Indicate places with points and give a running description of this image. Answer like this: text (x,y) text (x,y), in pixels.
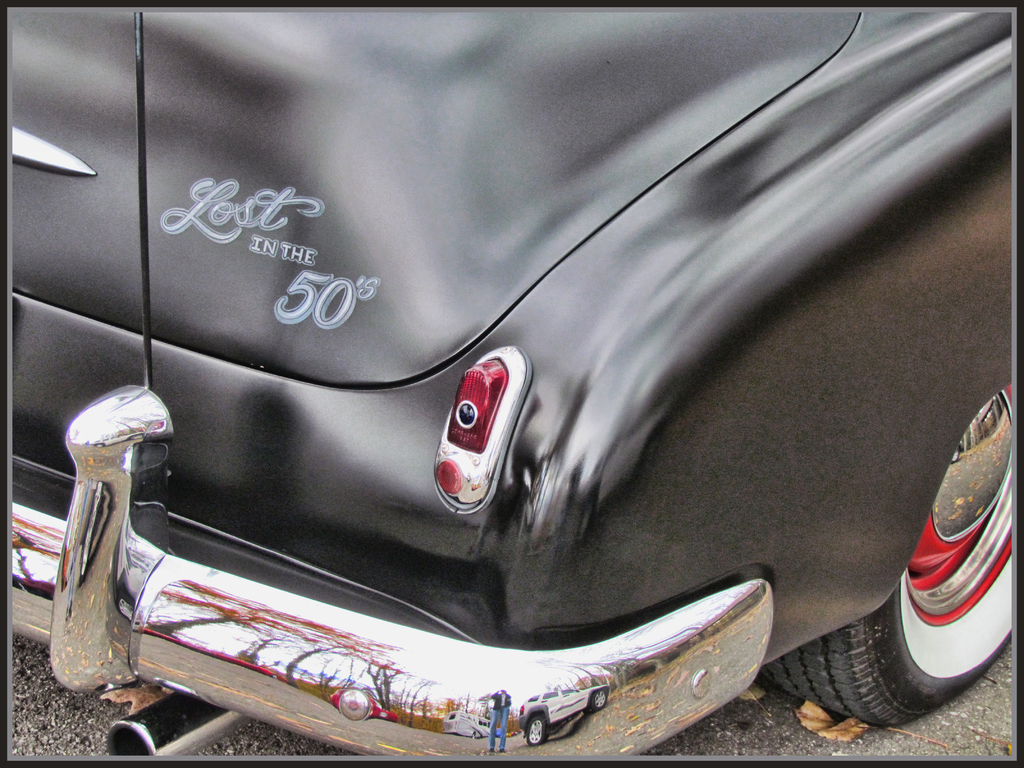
In this image there is a black color car (465,354), there is text (301,216) on the car (307,222), there is road (797,738) towards the bottom of the image (766,722), there are dry leaves (828,725) on the road (793,712).
